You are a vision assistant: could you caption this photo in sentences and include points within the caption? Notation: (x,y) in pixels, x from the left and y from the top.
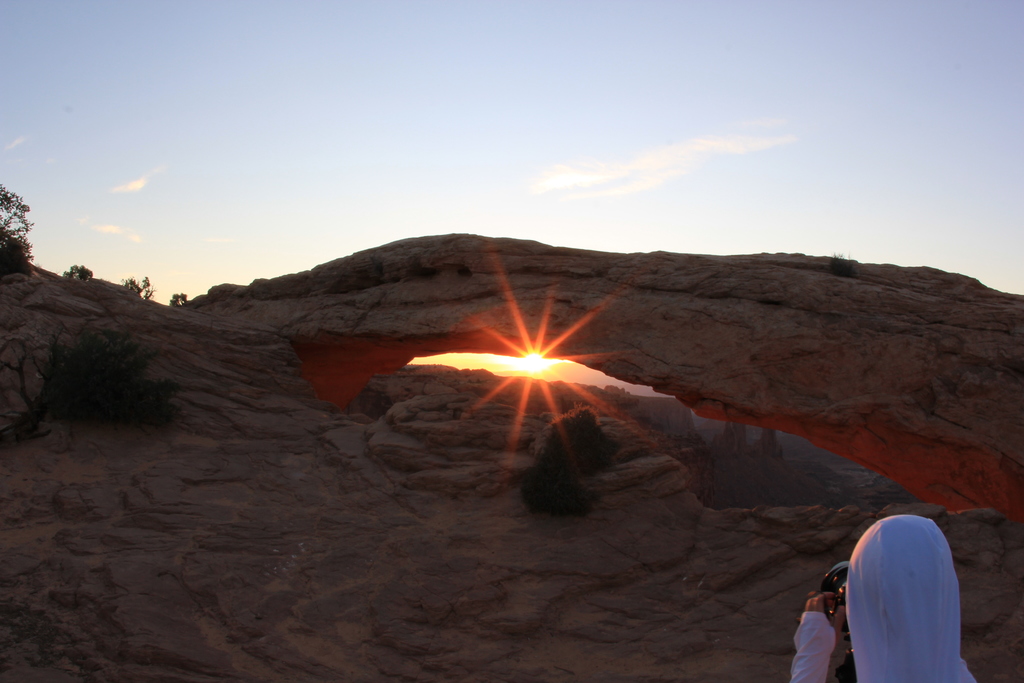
In this image there is a person (895,617) standing, in the background (576,228) there is a mountain (696,475) and a sky (545,373), in that sky (66,254) there is a sun (529,360).
